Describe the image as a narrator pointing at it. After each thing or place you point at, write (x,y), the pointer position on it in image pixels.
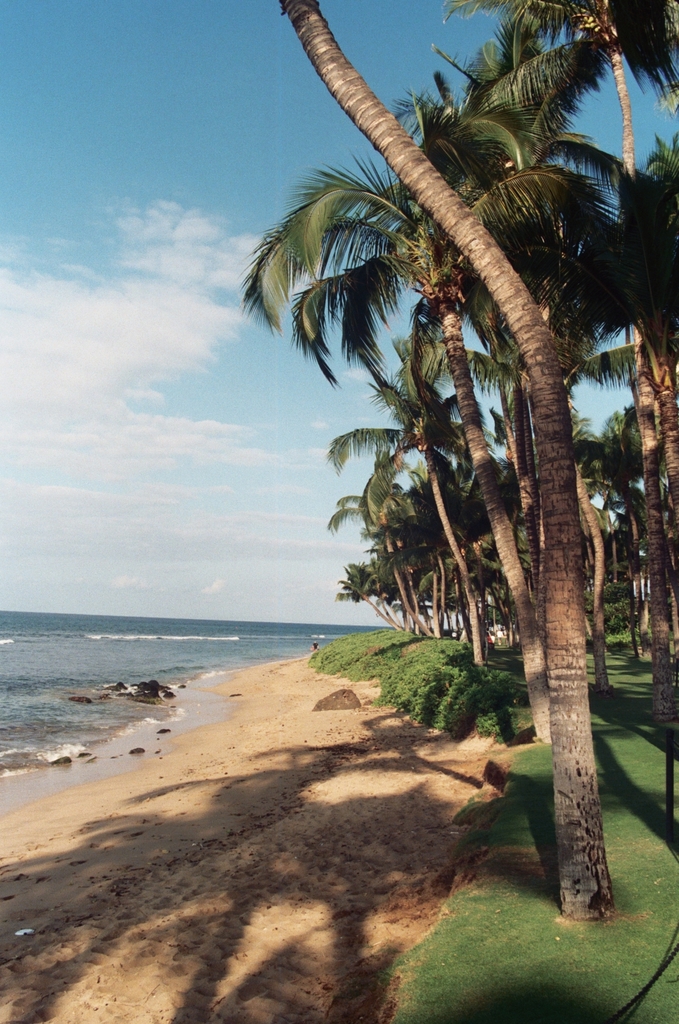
This picture is clicked outside. In the foreground (379,830) we can see the mud (304,882). On the right (611,701) we can see the green grass (651,960) and the trees (530,483) and some plants (624,611). On the left (20,699) we can see the water body (165,663) and some objects (165,697) in the water body (218,630). In the background (216,467) we can see the sky (178,433) with the clouds (107,513).
